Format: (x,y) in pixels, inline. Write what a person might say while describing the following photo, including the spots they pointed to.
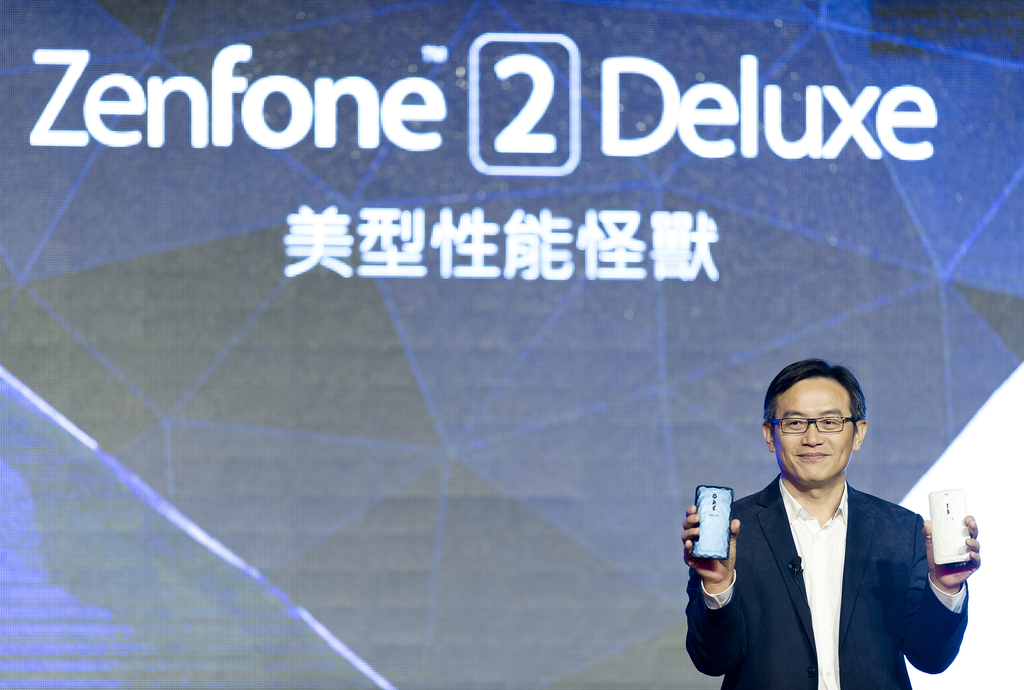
In this picture there is a man (827,555) who is wearing a blue suit (853,619) is holding two phones (711,553) in his hands (737,540).
